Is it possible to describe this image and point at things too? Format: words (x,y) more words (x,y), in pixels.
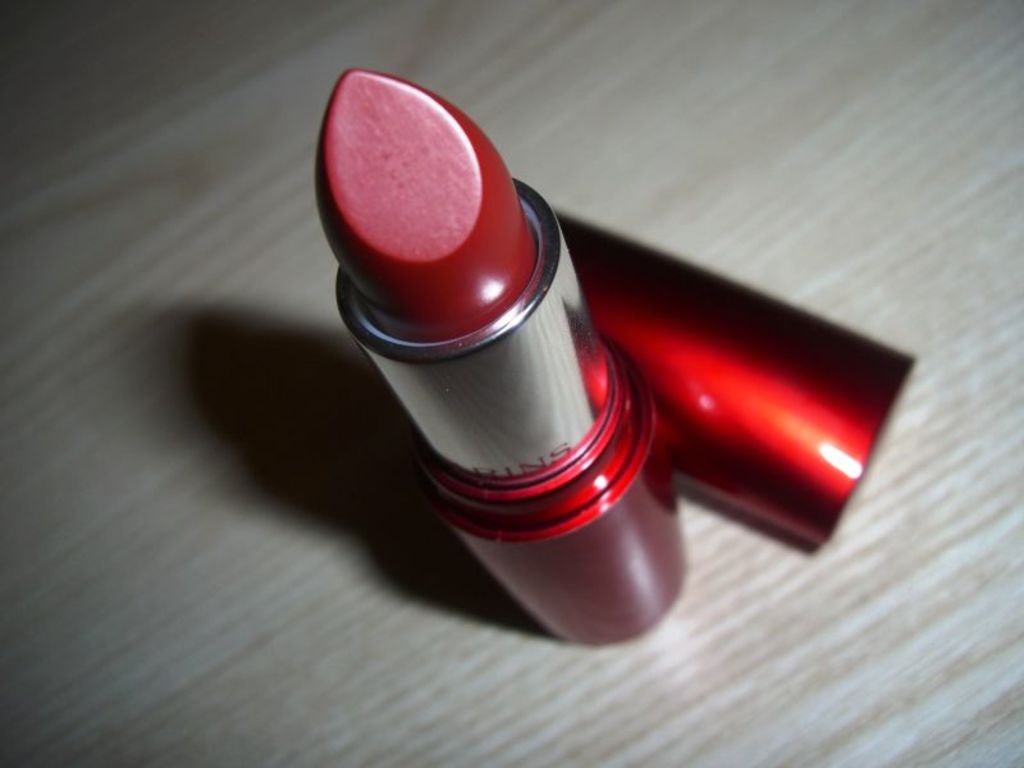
In this picture we can see red color lipstick (494,254), beside that we can see a cap (741,388) on the table (701,632).
